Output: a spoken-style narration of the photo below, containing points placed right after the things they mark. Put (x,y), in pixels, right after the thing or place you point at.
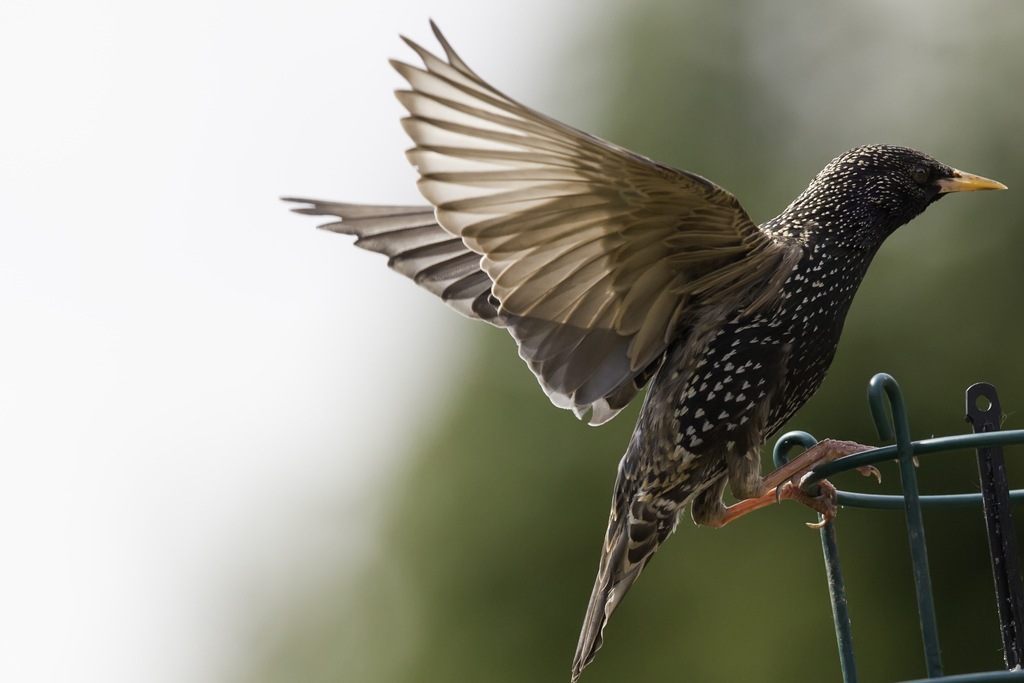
In this picture we can see a bird (611,355) on a stand (891,381) and in the background (369,519) it is blurry.
